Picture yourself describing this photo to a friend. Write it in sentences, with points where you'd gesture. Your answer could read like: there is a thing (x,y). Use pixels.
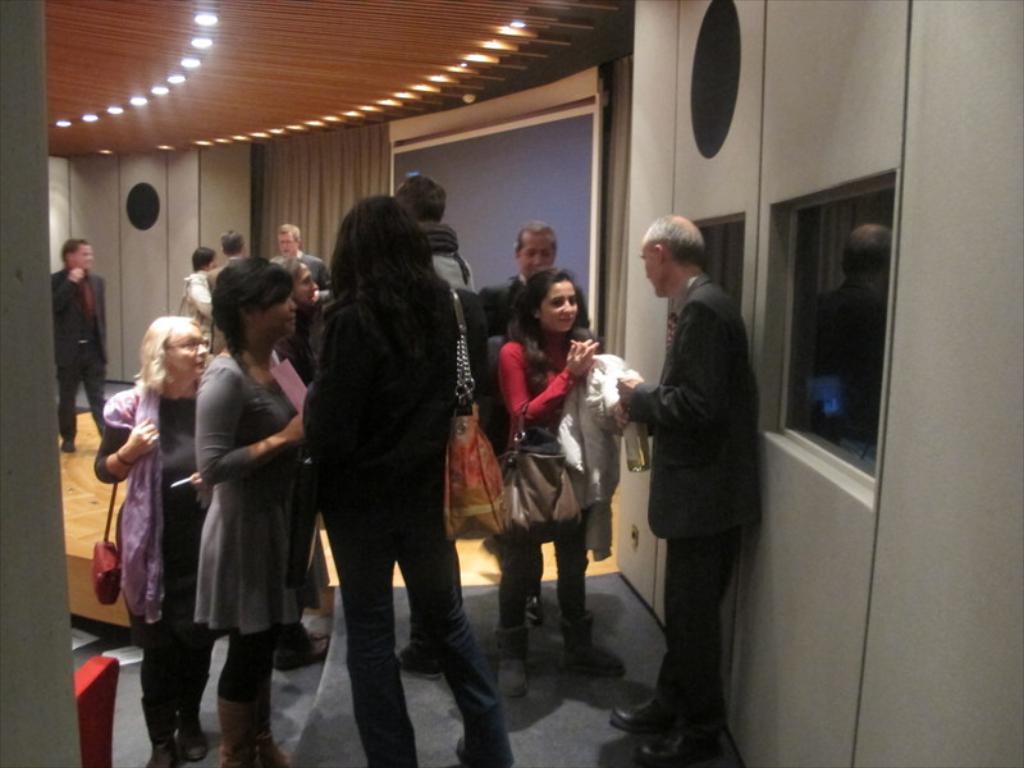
This is an inside view. Here I can see many people (242,352) are standing on the floor (526,691). On the right side (916,362) there is a wall (957,275) and two glass windows (797,260). In the background (562,180) there is a screen (548,200) and a curtain (320,174). At the top of the image (193,65) there are few lights (193,65) to the roof (298,66).
